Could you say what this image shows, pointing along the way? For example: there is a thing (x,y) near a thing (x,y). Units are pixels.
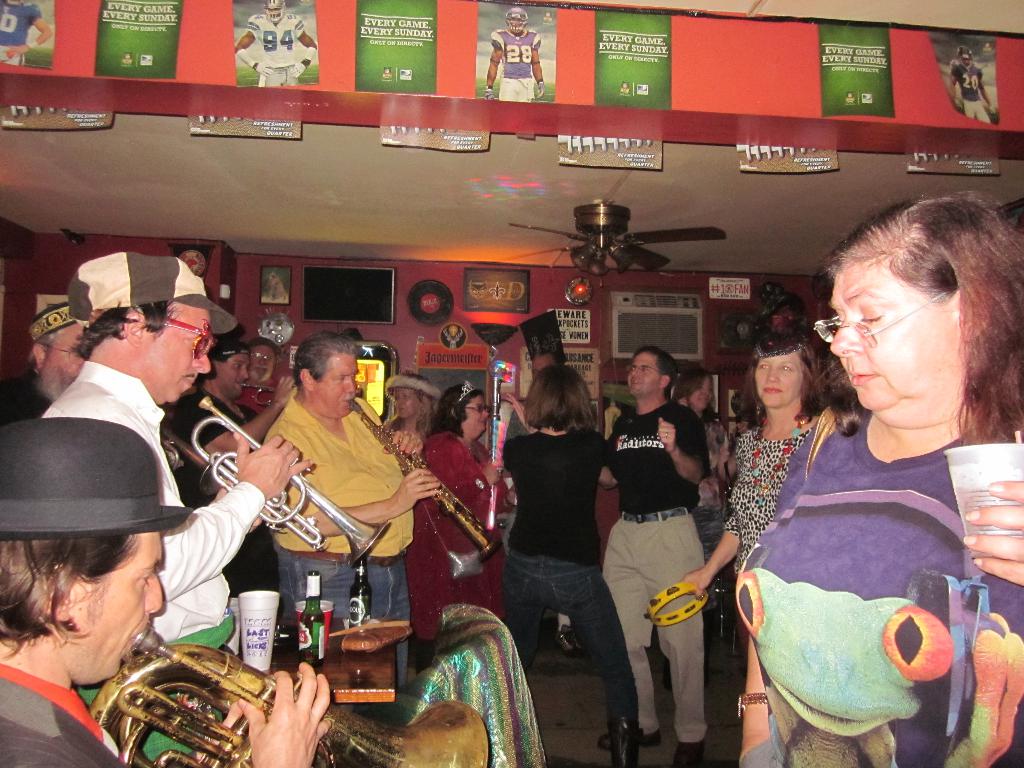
Here in this picture we can see a group of people (543,473) standing on the floor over there and on the left side (246,494) we can see some men (273,483) playing musical instruments (295,508) present in their hands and we can also see glasses (255,618) and bottles (321,615) on the table (339,664) beside them and in the middle (609,485) we can see some people (561,434) are dancing over there and on the roof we can see some posters (964,75) present and we can also see a fan (597,219) present and on the wall (374,332) we can see a television (385,309), portraits (522,306) and some posters (454,376) present over there.
